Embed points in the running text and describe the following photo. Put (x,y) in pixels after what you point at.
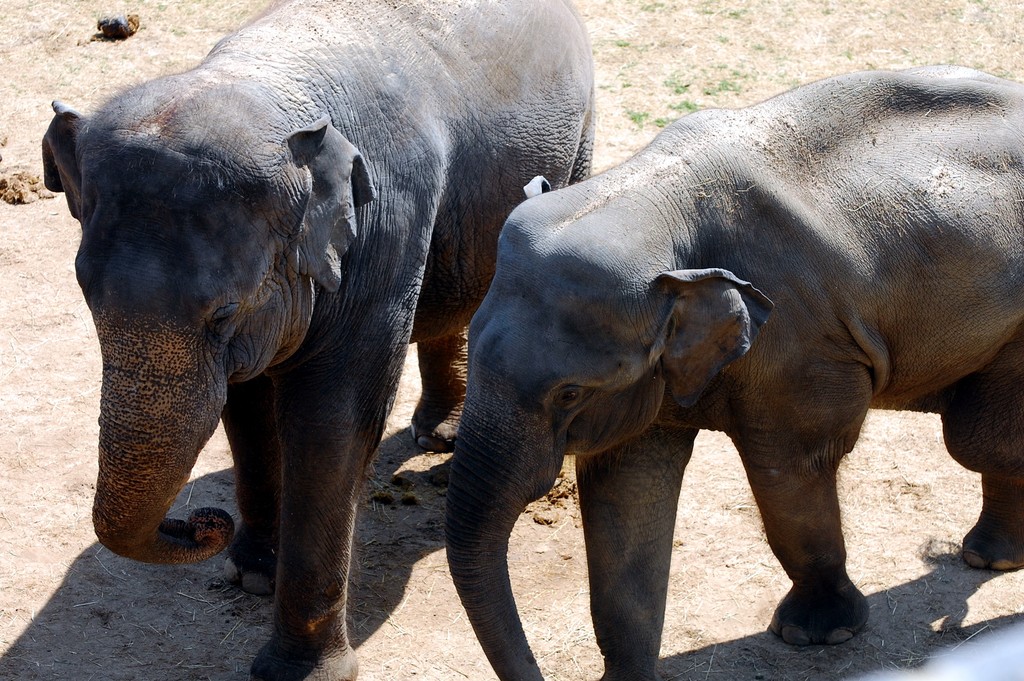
In this picture there are two elephants (530,235). At the bottom (89,626) it is land (883,592).
